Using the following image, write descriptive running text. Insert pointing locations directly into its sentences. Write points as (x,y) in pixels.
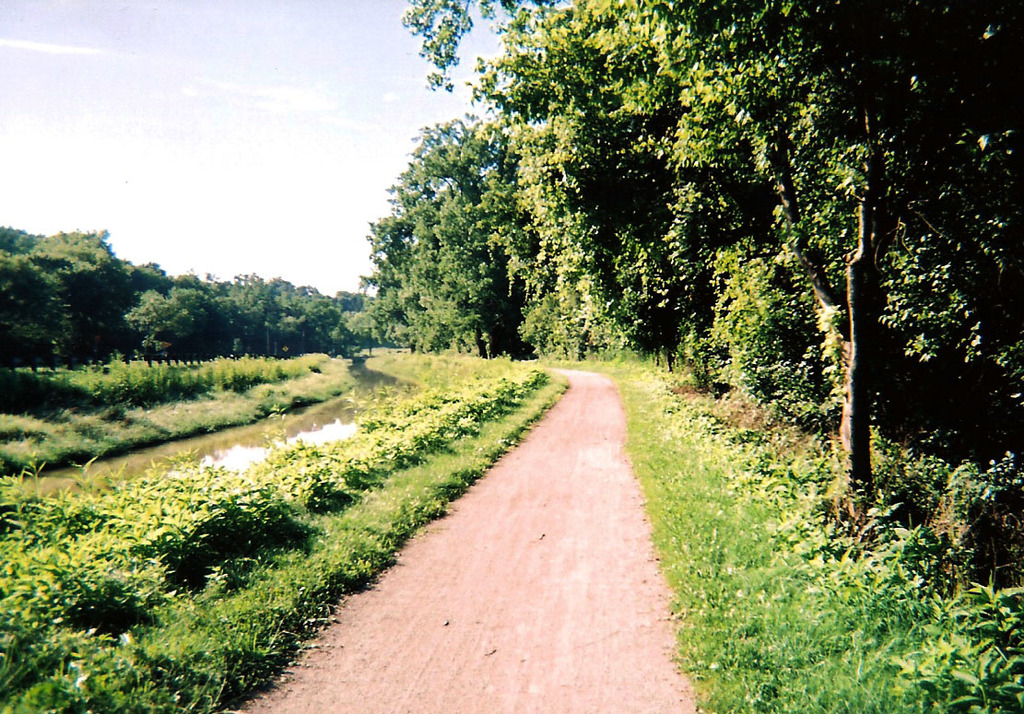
This image is taken outdoors. At the top of the image (219,142) there is the sky (280,103) with clouds (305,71). At the bottom of the image (519,667) there is a ground (513,614) with grass (764,601) on it. In the background (787,373) there are many trees (850,489) and plants (160,496) with leaves (483,282), stems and branches (715,100). On the left side of the image (257,444) there is a lake (260,439) with water (329,416).
